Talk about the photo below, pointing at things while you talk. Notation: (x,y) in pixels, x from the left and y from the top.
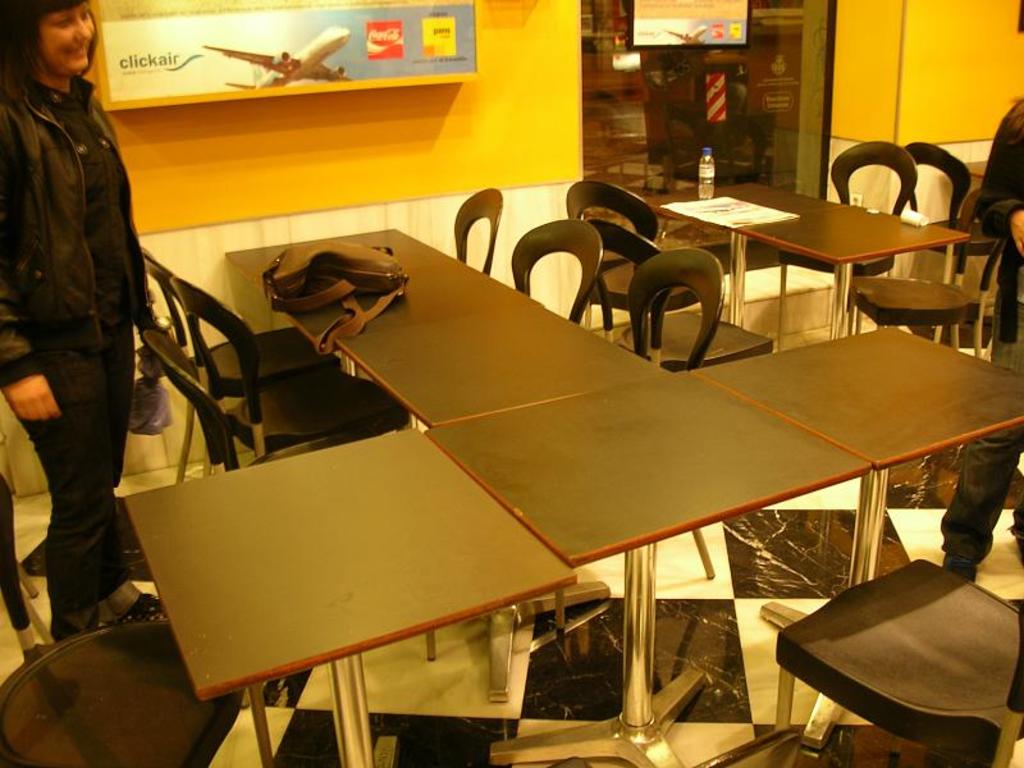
Here we can see that a person (25,144) is standing on the floor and smiling, and in front (399,354) here is the table (385,348) and bag (350,335) on it, and at side her is the wall (426,148), and board (327,46) on it.
